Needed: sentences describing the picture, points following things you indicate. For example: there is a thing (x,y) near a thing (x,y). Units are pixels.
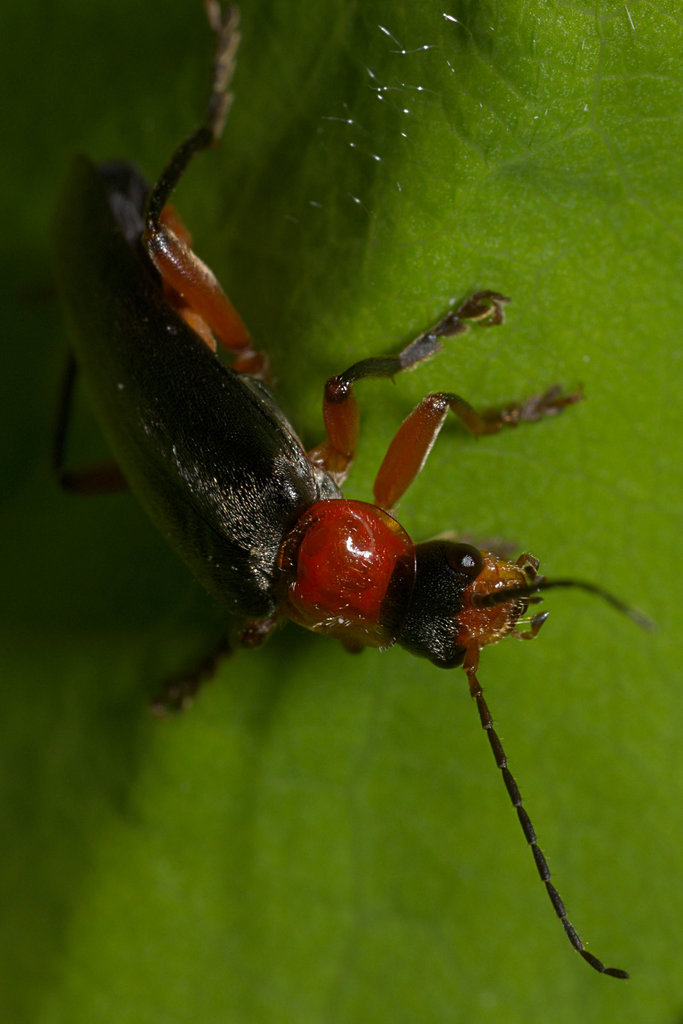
In this image we can see an insect (346,533) on the green surface (493,285).
